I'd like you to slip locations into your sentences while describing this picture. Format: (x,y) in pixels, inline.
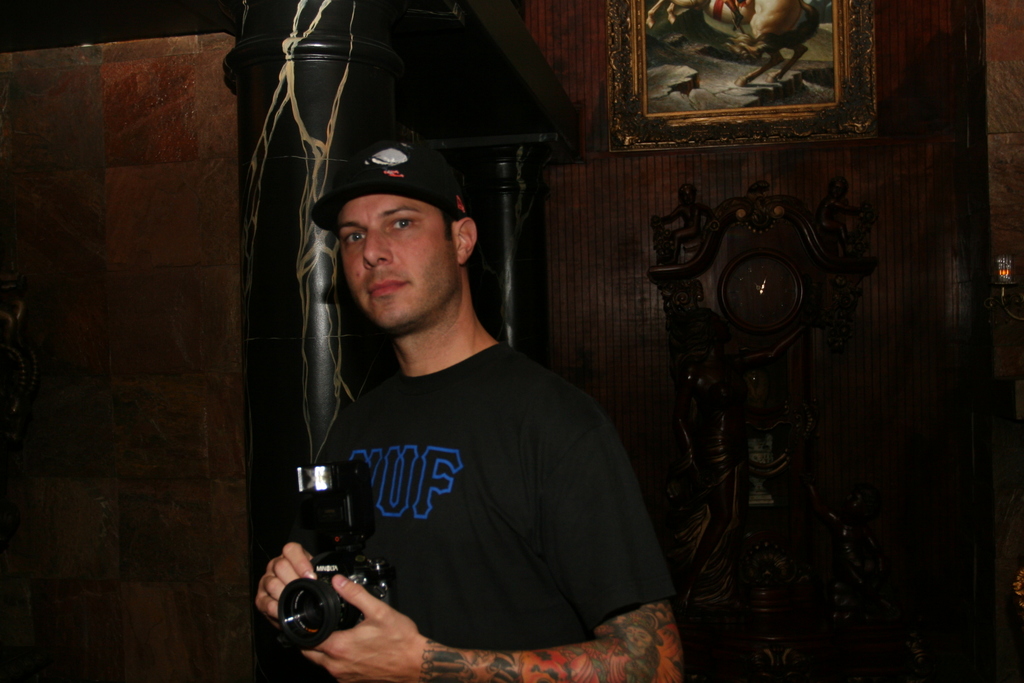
in the picture there is a person (413,387) catching a camera (368,563) here there is a wall (559,28), on the wall (942,115) there is a frame (745,49).
